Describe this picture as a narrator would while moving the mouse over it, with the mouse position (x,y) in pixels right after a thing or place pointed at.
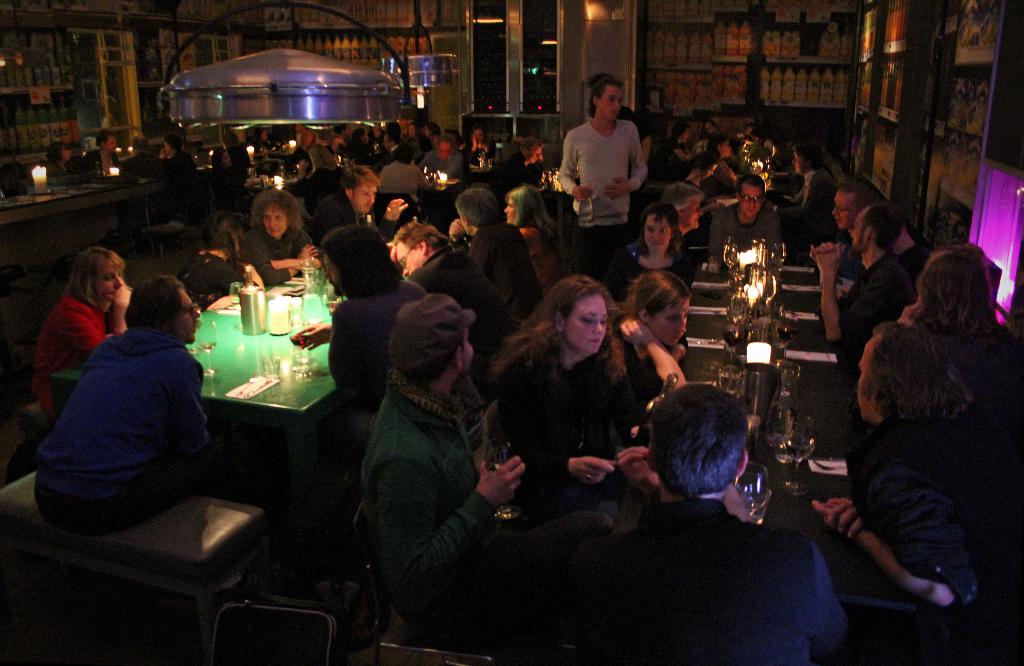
There are many people (224,294) sitting in the room (170,268) in the chairs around the tables (275,383) on which some glasses (268,357) and jars (251,322) were present. There are men (701,208) and women (652,215) in this group (628,268). There is a man (588,169) standing. In the background (613,60) there is a wall (561,60).
